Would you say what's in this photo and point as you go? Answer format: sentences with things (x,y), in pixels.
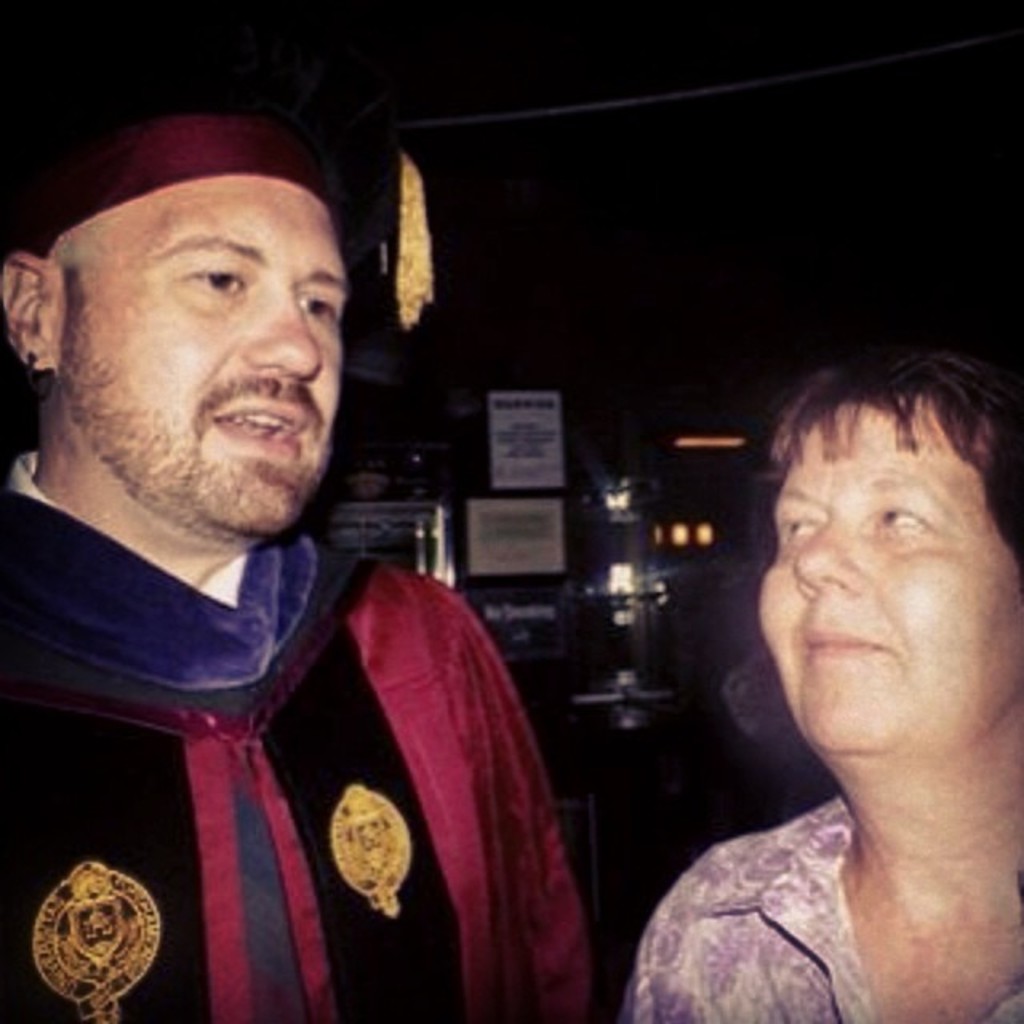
In this picture there is a man (185,424) standing and he might be talking and there is a woman (898,928) standing. At the back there are boards (529,517) and there is text (534,427) on the boards (508,420). At the top (483,122) there is a rope (558,109).
